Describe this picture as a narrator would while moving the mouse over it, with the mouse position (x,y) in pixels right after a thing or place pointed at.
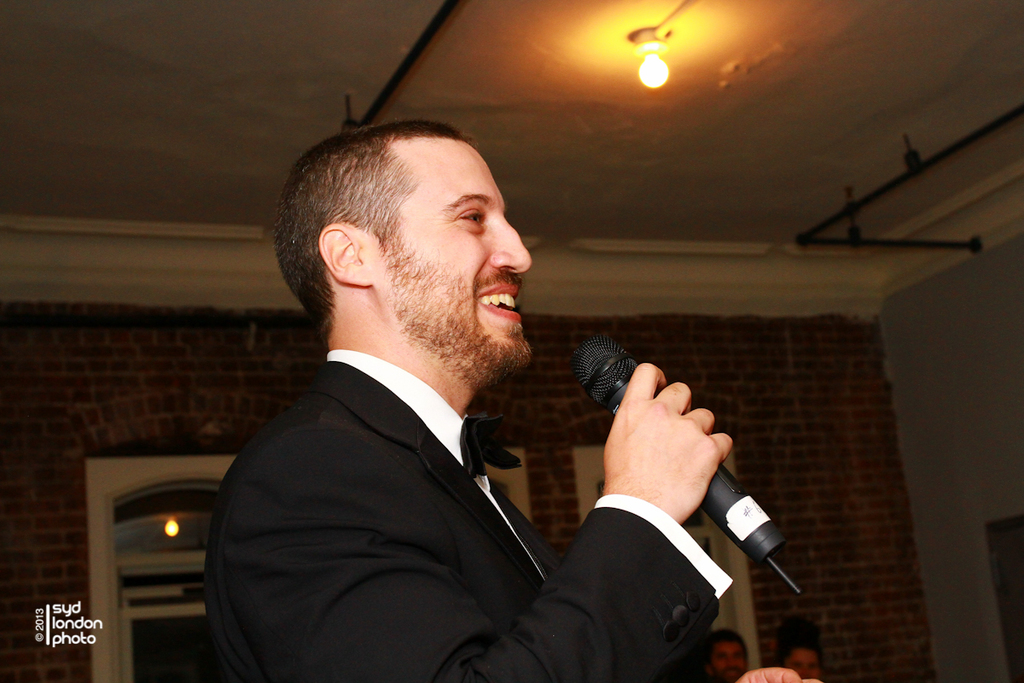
In this image we have a man (802,682) standing and speaking by holding the microphone (608,373) and in background (747,638) we have a door (122,577), a light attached to the ceiling (774,42).
